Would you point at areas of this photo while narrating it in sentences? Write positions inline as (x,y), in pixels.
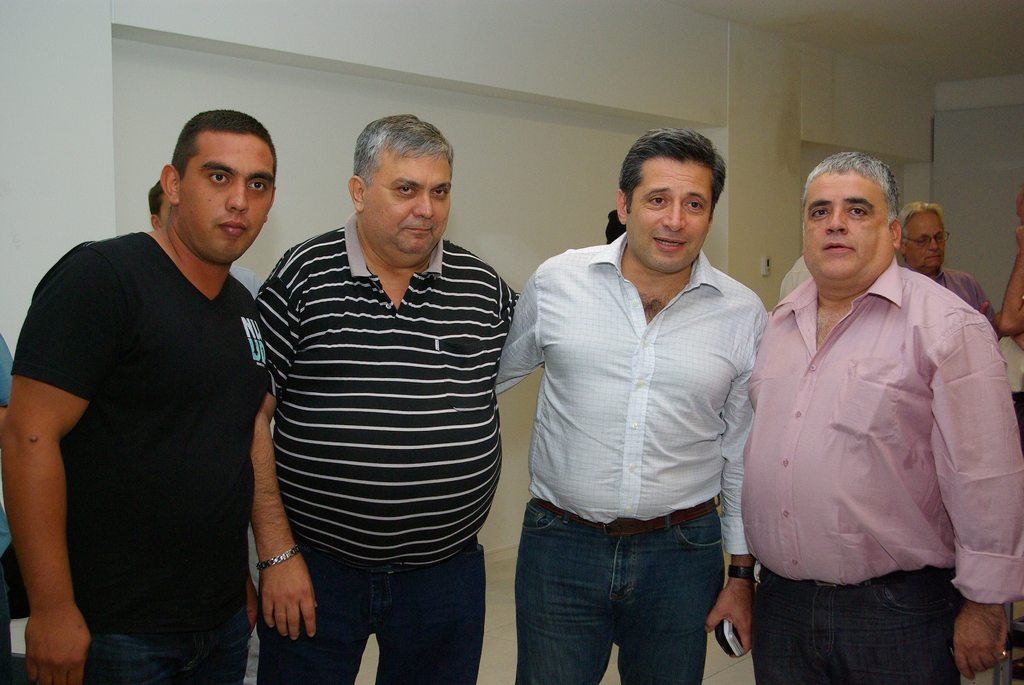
Front these four people (754,341) are standing. Background (560,184) there are people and wall (590,212).
